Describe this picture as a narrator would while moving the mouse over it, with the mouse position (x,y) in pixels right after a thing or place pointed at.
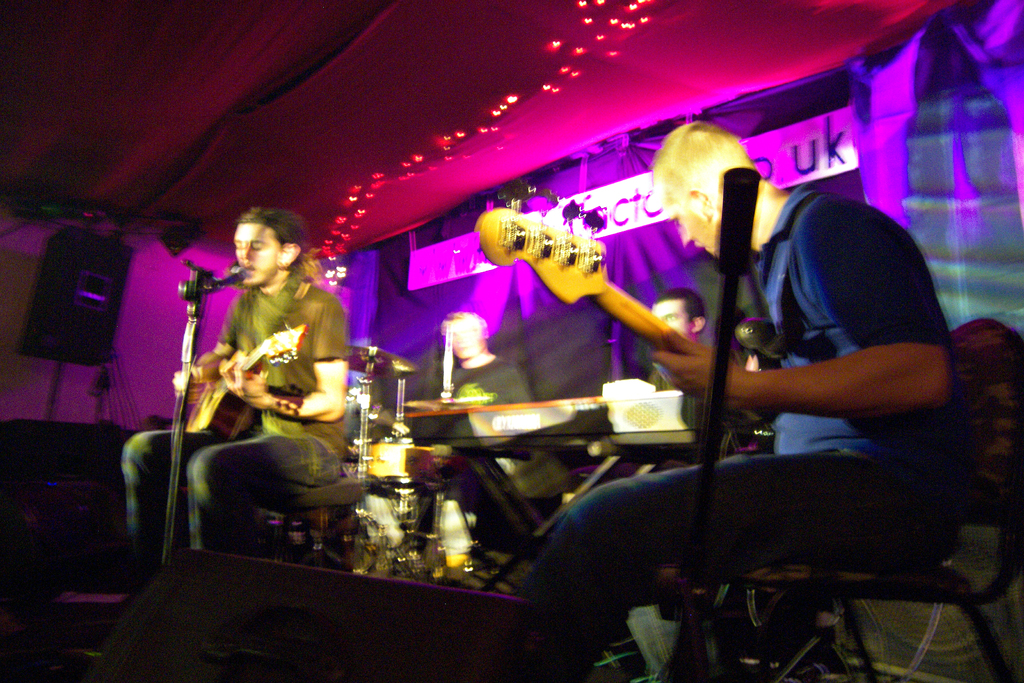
In this picture there are group of people (257,267) those who are performing the music on the stage (728,670), the person (242,261) who is sitting at the left side of the image (324,398), he is playing the guitar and singing in the mic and the person (777,257) who is sitting at the right side of the image (877,408) he is playing the guitar (480,238), and the person (534,466) who is sitting at the center of the image (495,379) he is playing the drums (407,470) and there is a poster (846,169) behind them, there are colorful lights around the area of the image and there is a speaker (97,346) at the left side of the image (130,260).
